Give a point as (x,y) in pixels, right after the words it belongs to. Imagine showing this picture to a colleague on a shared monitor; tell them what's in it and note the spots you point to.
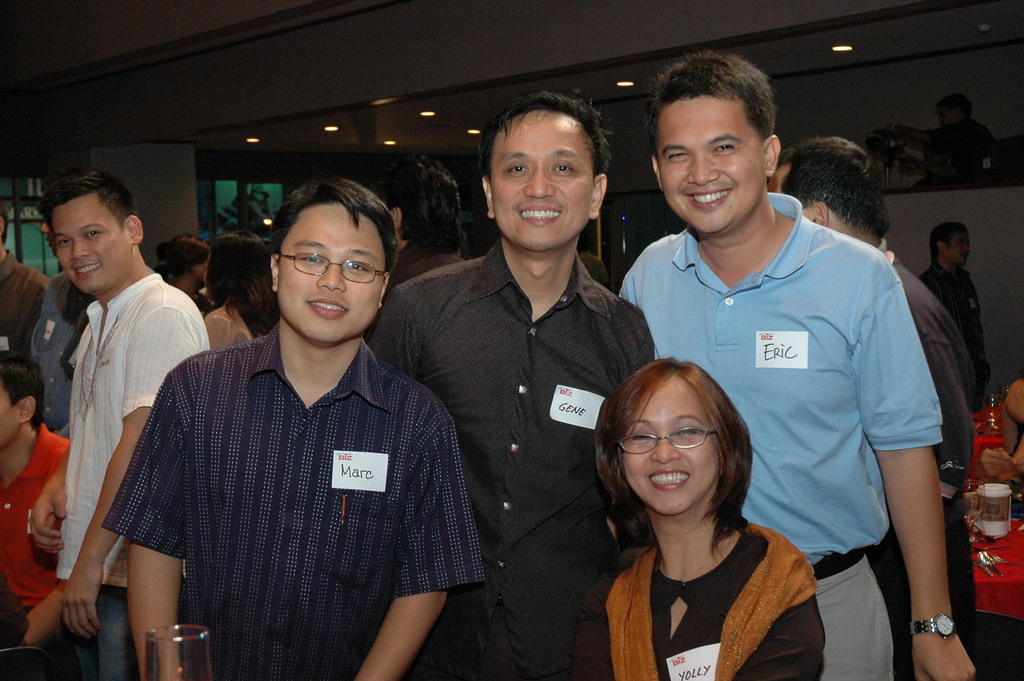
In this picture we can see a group of people (382,466). At the bottom of the image (172,641), there is a glass (185,649). On the right side of the image (1011,599), it looks like a table (1001,585). On the table (984,591), there are some objects (973,515) and a cup (985,508). Behind the people (223,373), there is a wall (632,160). At the top of the image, there are ceiling lights (844,45).
